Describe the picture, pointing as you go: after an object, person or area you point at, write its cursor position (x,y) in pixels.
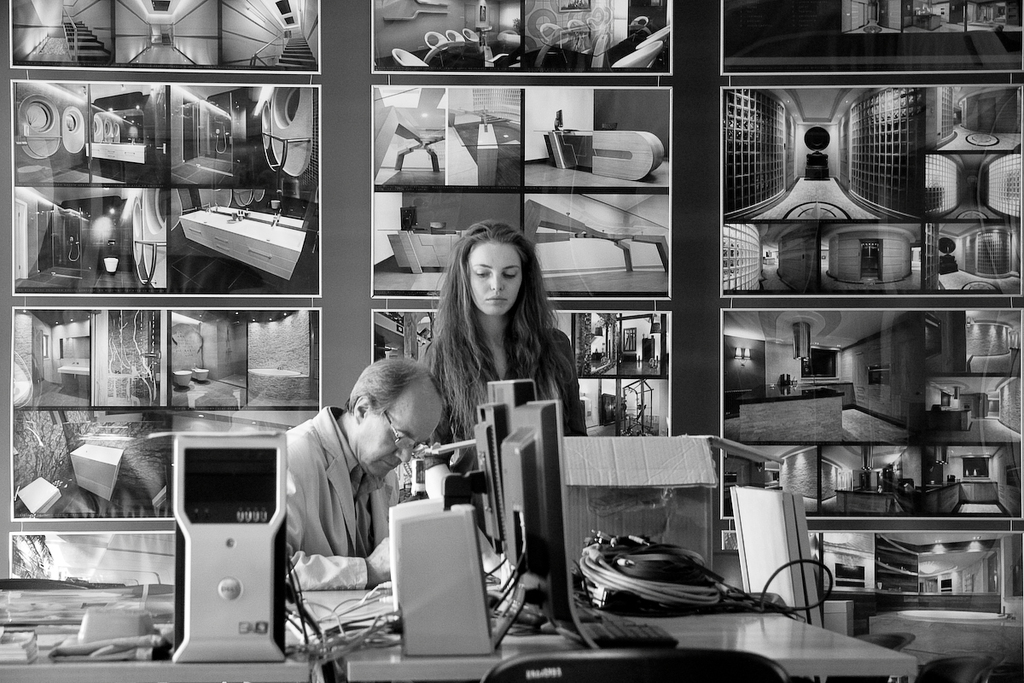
This is a black and white picture, there is a man (380,425) sitting in front of table (375,668) with computers (548,444), bags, wires (655,560) on it and in the back (542,1) there are photographs (651,226) on the wall (712,95).
